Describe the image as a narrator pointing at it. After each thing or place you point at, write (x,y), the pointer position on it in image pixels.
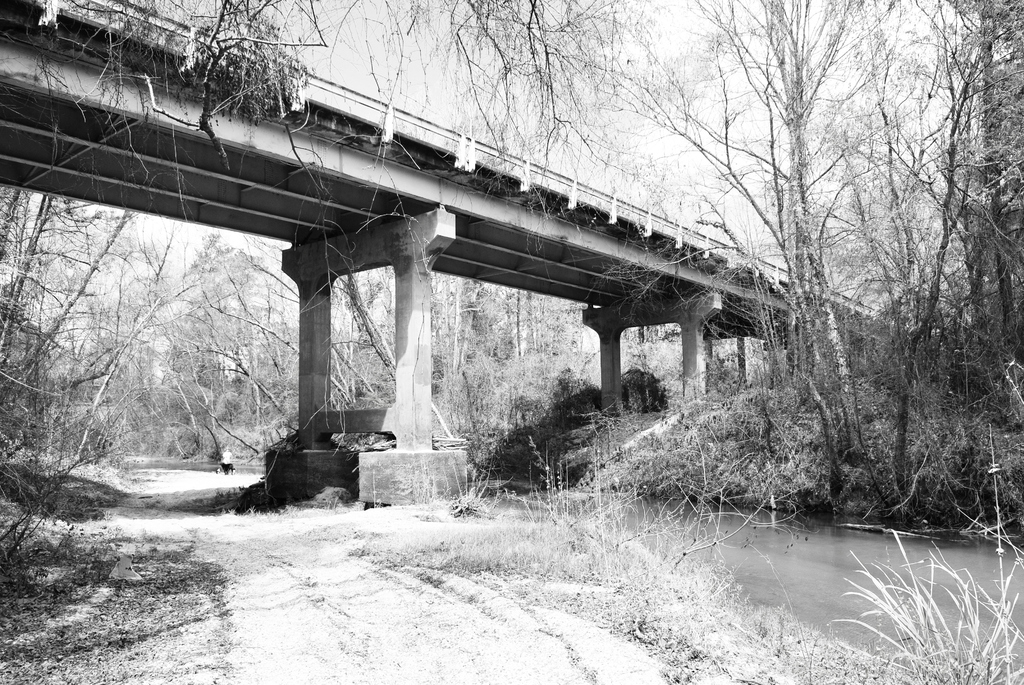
In this image at the center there is water (815,591). Beside the water (766,584), there is road (387,588) and we can see a bridge (339,243) at the center (517,276). In the background (477,303) there are trees (797,85) and sky (765,118). At the bottom (422,568) there is grass (160,560) on the surface (113,589).
